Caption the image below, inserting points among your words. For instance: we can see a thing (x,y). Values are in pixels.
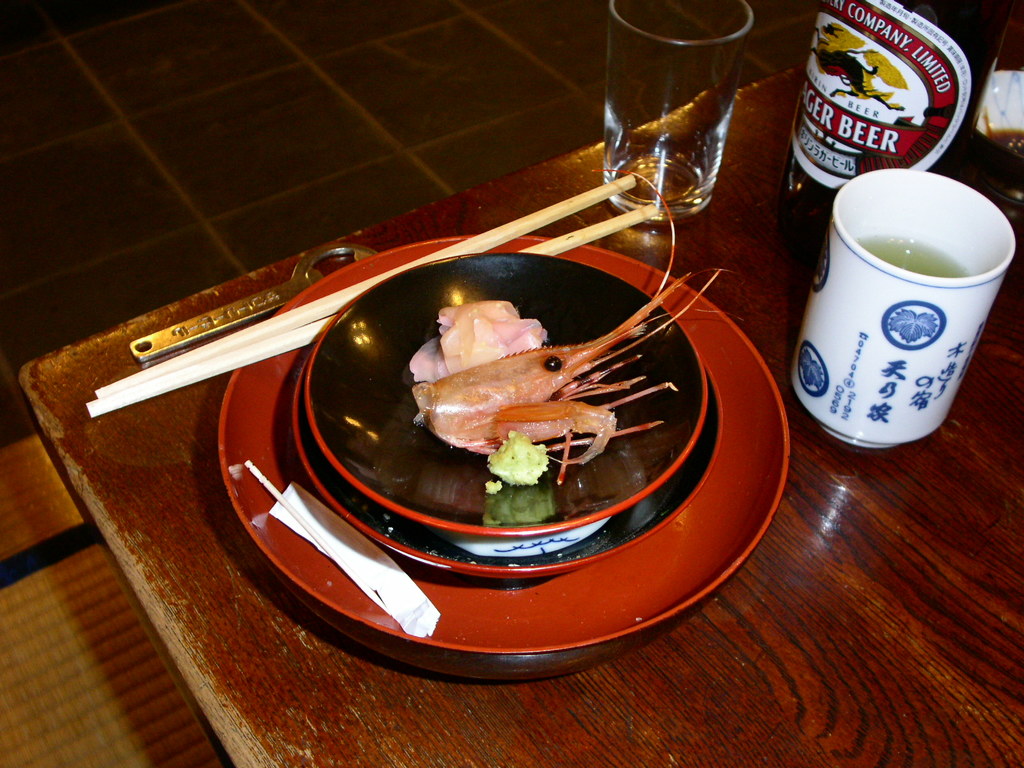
There is a table (728,620). On the table (727,678) there are plates (629,490), chopsticks (575,237), glasses (642,185) and a bottle (899,90). On the plate (612,471) there are some food item (523,374) like prawns (535,397). And table (579,219) is on the floor (78,632).
